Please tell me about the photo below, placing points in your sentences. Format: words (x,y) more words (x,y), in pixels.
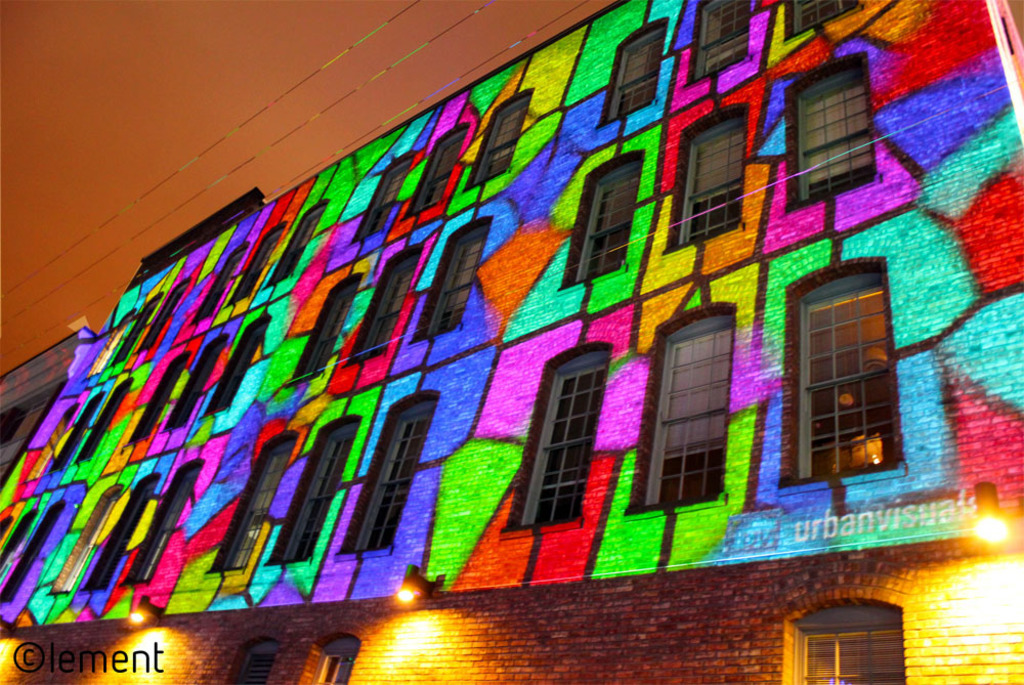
In this image in front (464,537) there is a building (570,526). There are lights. There are windows (696,370). There is some text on the left side of the image (114,672). In the background of the image (171,141) there is sky (195,78).
